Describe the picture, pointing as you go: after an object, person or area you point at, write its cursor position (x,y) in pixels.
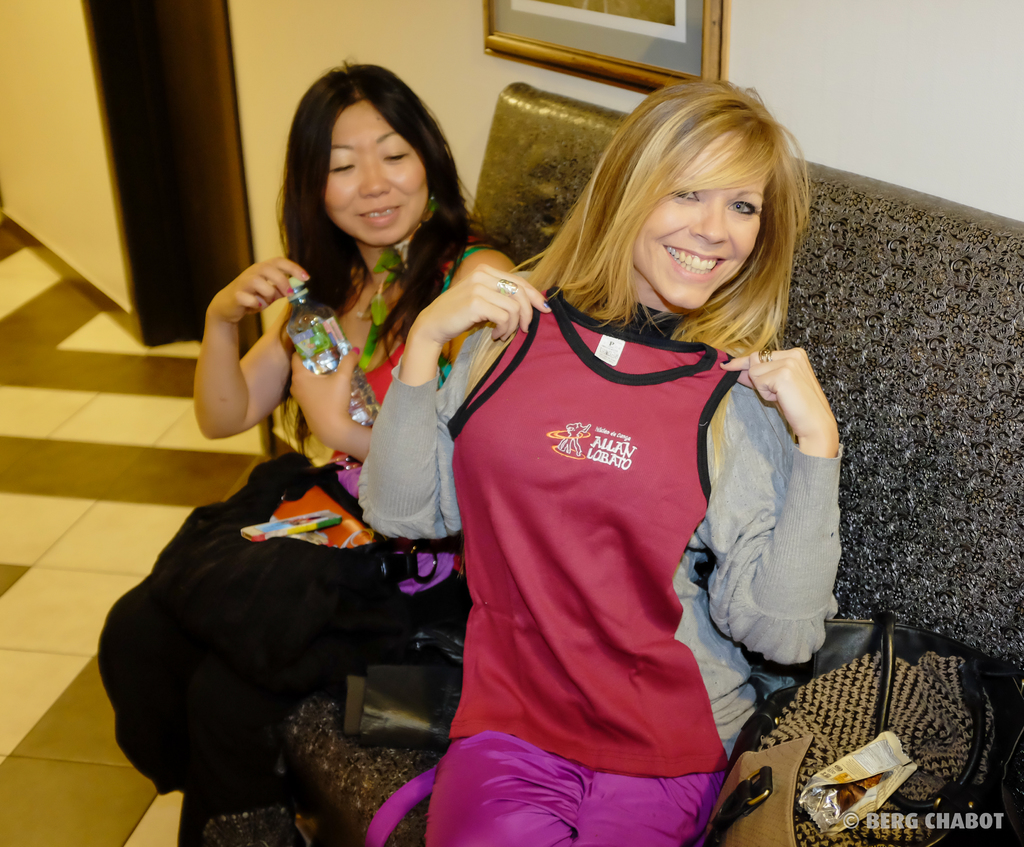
In this image, I can see two women (434,322) sitting and smiling. At the bottom right side of the image (847,746), I can see a bag (926,701) on the couch (905,382). At the top of the image (575,56), It looks like a photo frame (620,48), which is attached to a wall (773,37). On the left side of the image (78,641), I can see the floor (98,718). At the bottom right corner of the image (995,816), that looks like the watermark (987,826).
